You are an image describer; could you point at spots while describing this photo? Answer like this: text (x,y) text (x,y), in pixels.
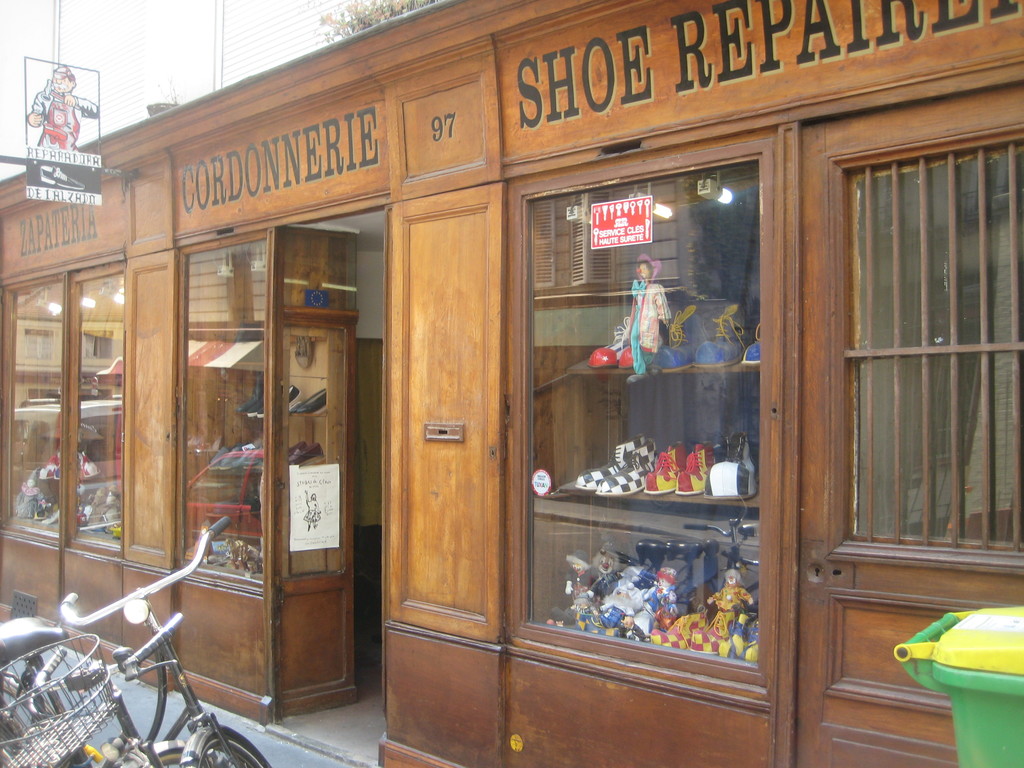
In this image on the left side (91,709) I can see a bicycle (34,751). In the background (508,502), I can see a building (482,446) with some text (532,125) written on it. I can also see some objects (622,583) behind the mirror (589,435).
